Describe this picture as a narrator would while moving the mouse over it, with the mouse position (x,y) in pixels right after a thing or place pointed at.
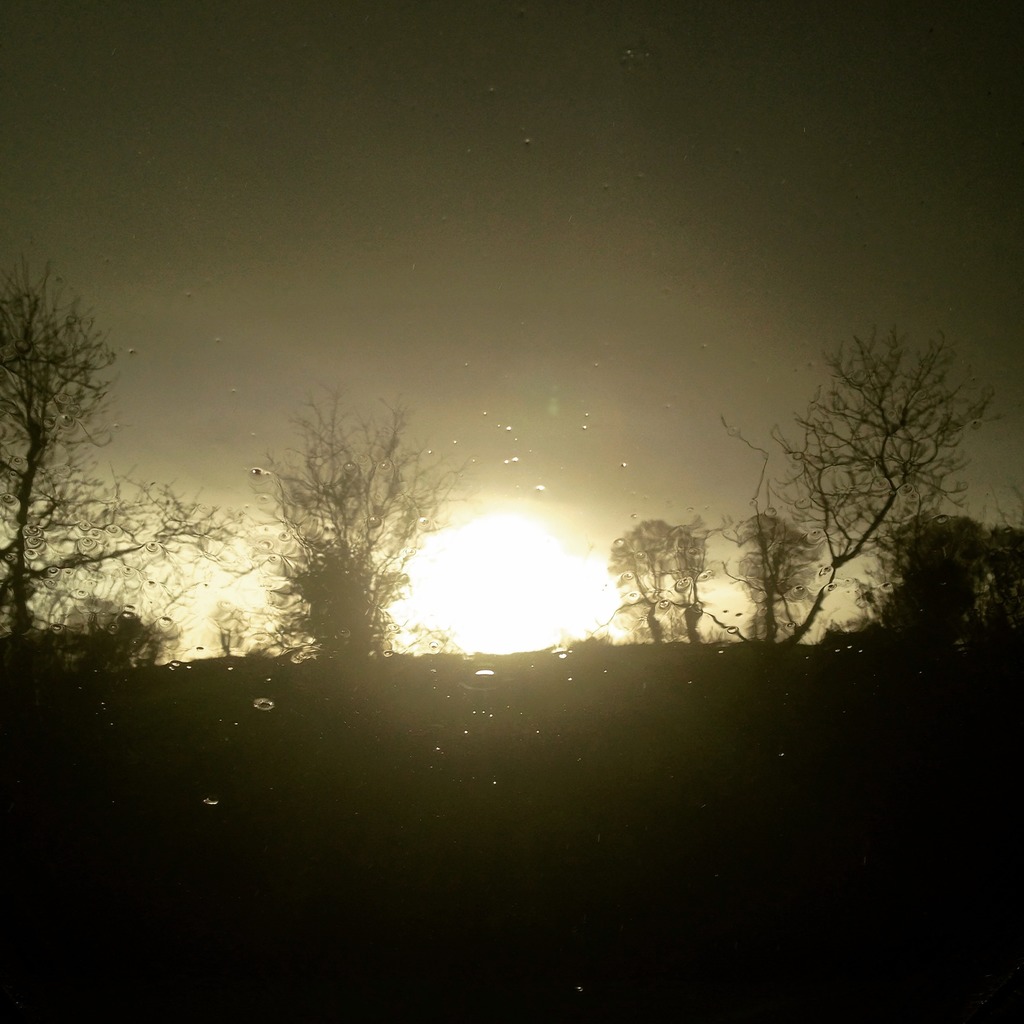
At the bottom (485,934) the image is dark but we can see trees (679,537), sun (537,603) and the sky (484,354).
